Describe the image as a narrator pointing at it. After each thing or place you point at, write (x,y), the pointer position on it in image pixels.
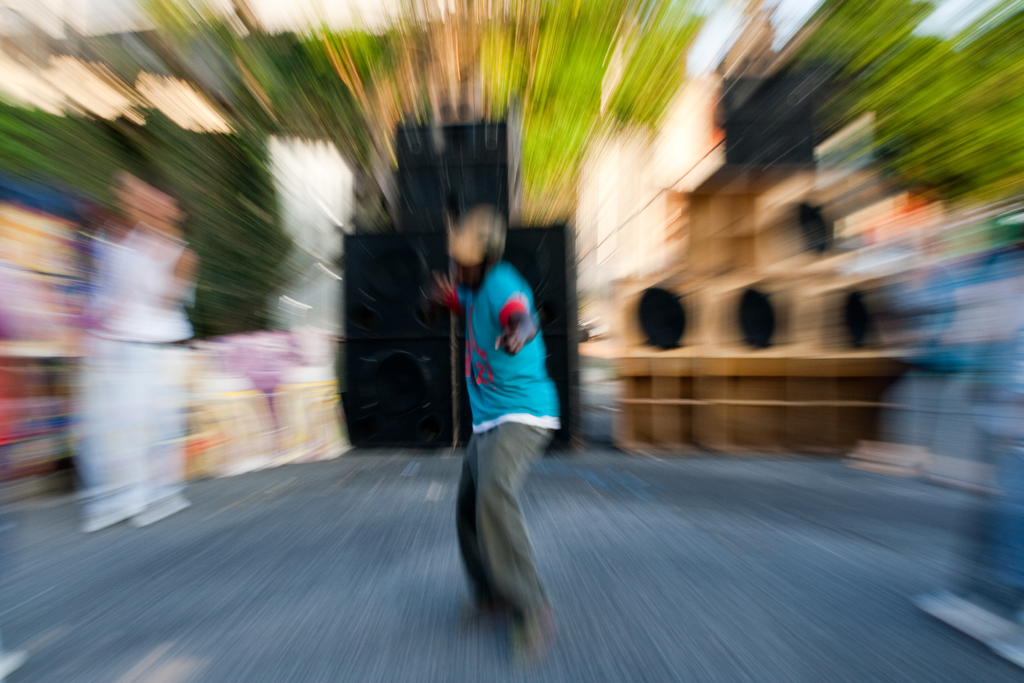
In this image I can see the blurry picture. I can see the person (522,398) wearing blue t shirt (512,386) and another person (151,365) wearing white colored dress (151,365), few speaker (412,328), few trees (502,114) and the sky (792,7) and I can see few other blurry objects (285,343).
